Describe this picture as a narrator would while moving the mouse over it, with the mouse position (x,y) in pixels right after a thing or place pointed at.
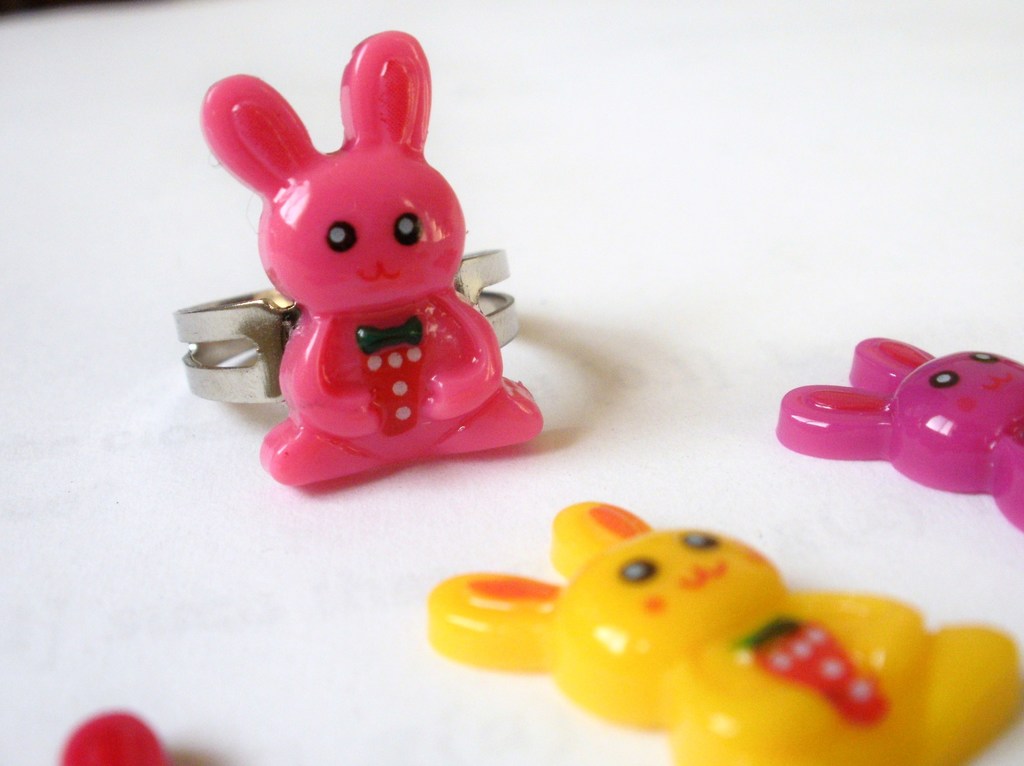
At the bottom of this image (907,664), there are toys (964,396) on a surface (106,426). And the background (885,64) is white in color.
